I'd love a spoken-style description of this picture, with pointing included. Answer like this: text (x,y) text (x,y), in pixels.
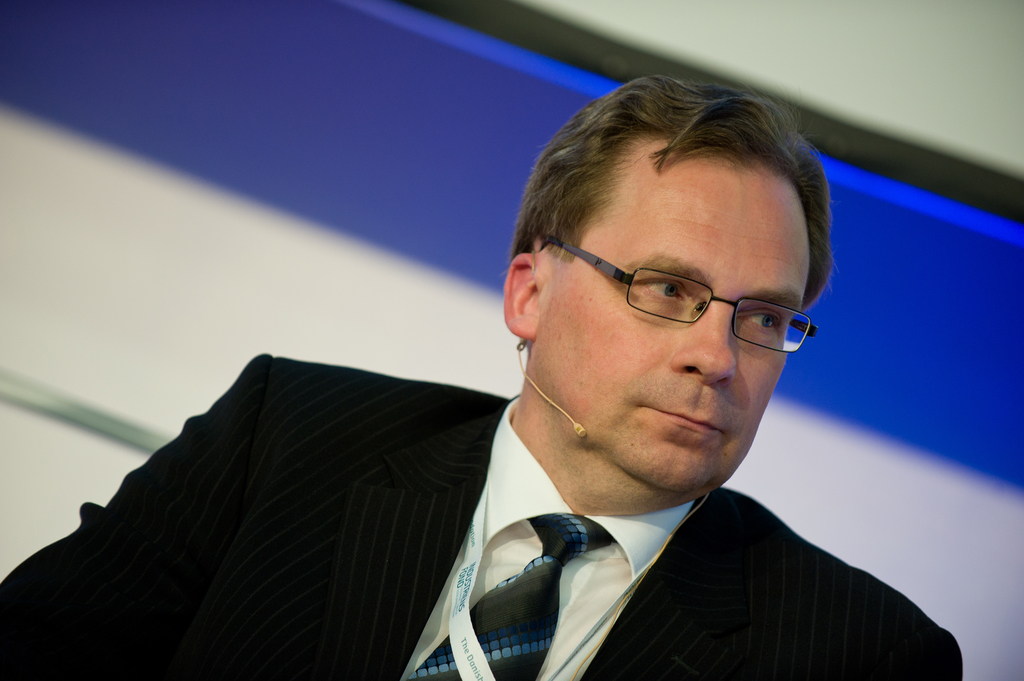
This image is taken indoors. In the background (223,170) there is a wall (905,394). In the middle of the image (566,441) there is a man (667,461). He has worn a suit (390,550), a shirt (592,585), a tie (543,584) and spectacles (742,310).
